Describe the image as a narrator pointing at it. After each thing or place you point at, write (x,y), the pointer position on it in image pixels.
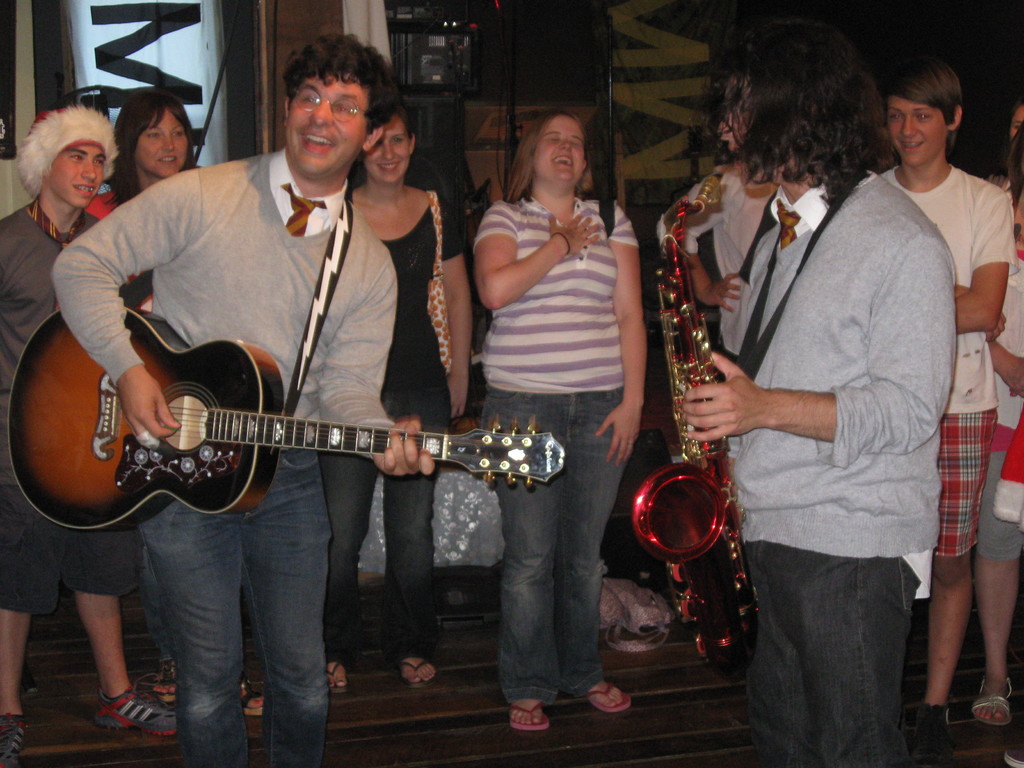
In a picture there are many people (848,174) are standing in which two people (770,498) are playing musical instruments (685,426) other people (639,286) was standing and laughing woman (458,308) is carrying a handbag (441,322) there are sound system (436,111) near to the people (625,234).
